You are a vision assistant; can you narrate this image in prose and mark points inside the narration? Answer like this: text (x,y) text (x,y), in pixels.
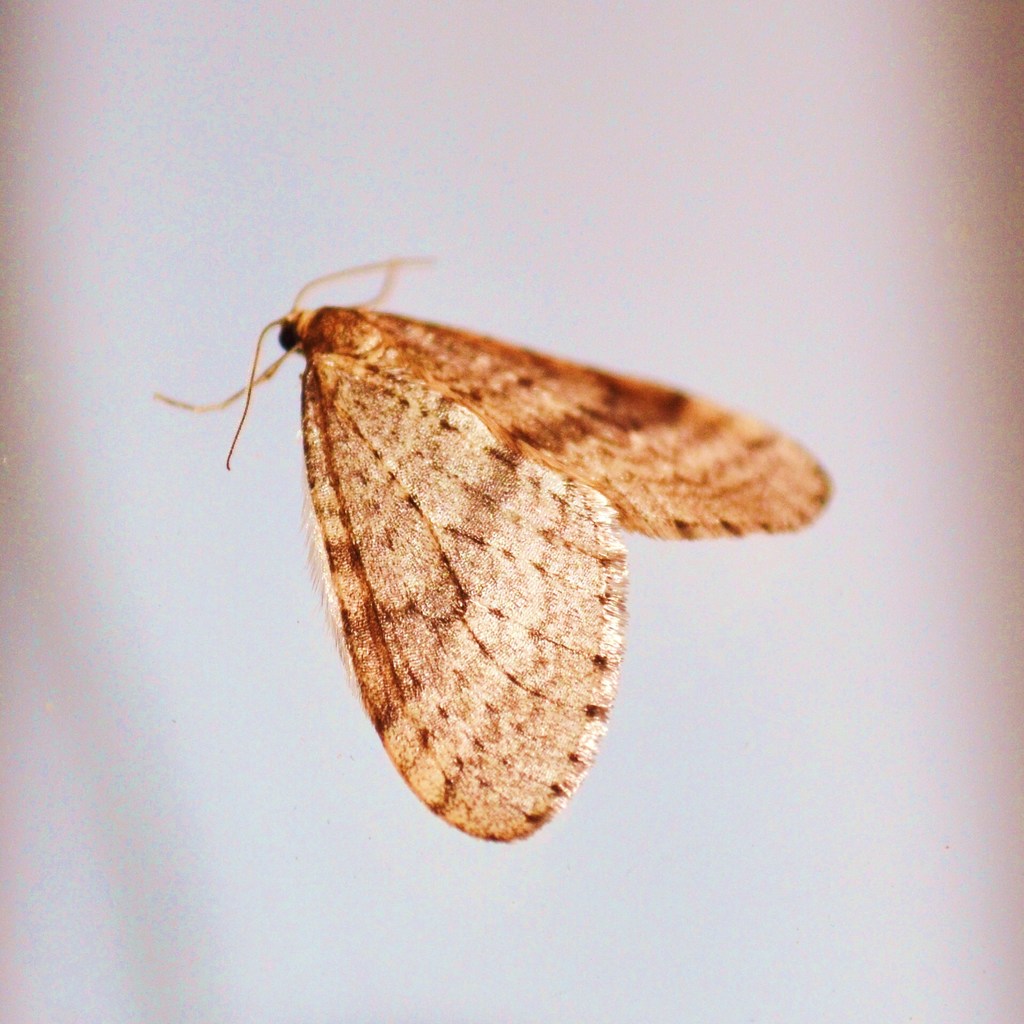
In the center of the picture (344,671) there is a butterfly (496,347). The picture has white background (482,845).
